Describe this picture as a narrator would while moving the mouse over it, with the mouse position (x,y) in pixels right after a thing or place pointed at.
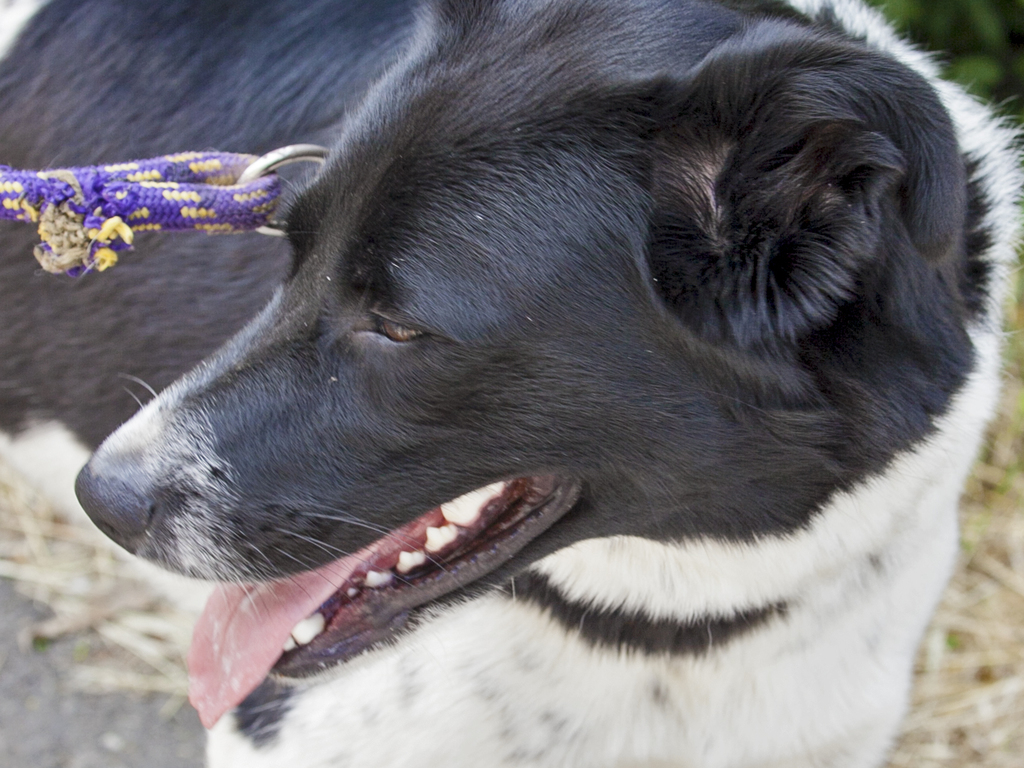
In this picture there is a dog (543,360) which is in black and white color and there is a violet color belt (105,186) tightened to it.
